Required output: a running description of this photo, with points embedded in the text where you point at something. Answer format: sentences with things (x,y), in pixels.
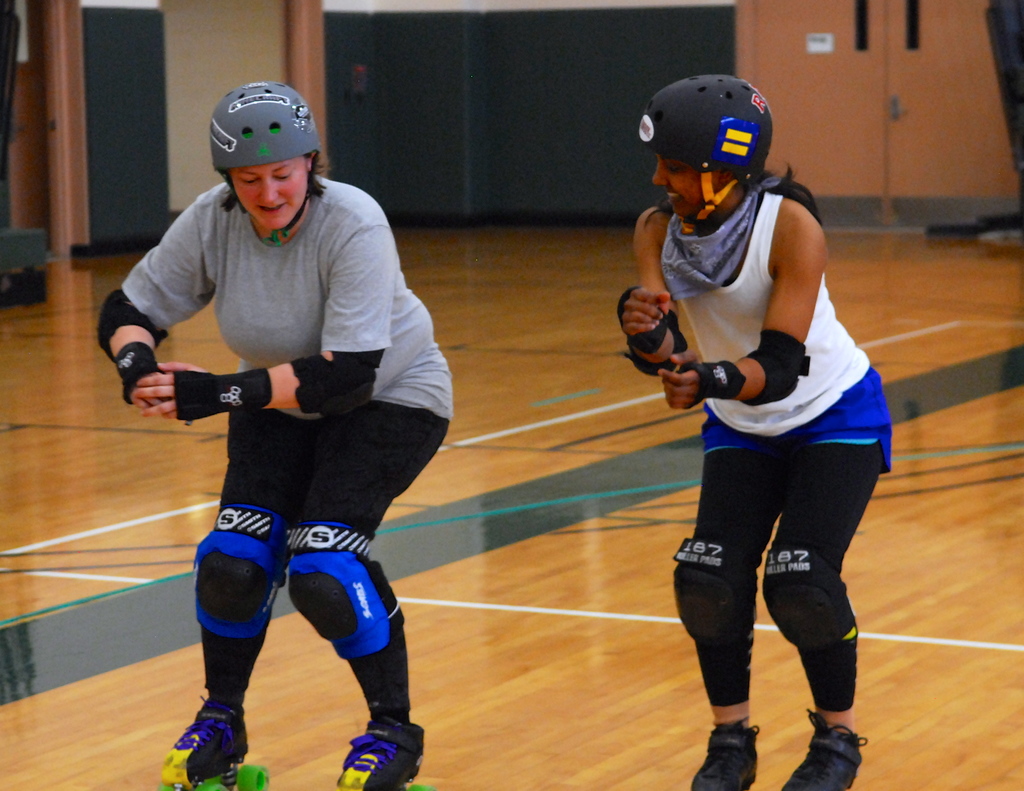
In this image in the center (356,436) there are two people (754,188) they are wearing helmets (728,163), and it seems that one person (389,591) is skating. At the bottom (280,721) there is floor (87,506), and in the background (819,88) there are doors (855,31), pillars (54,54), wall (619,85) and some objects (3,126).
